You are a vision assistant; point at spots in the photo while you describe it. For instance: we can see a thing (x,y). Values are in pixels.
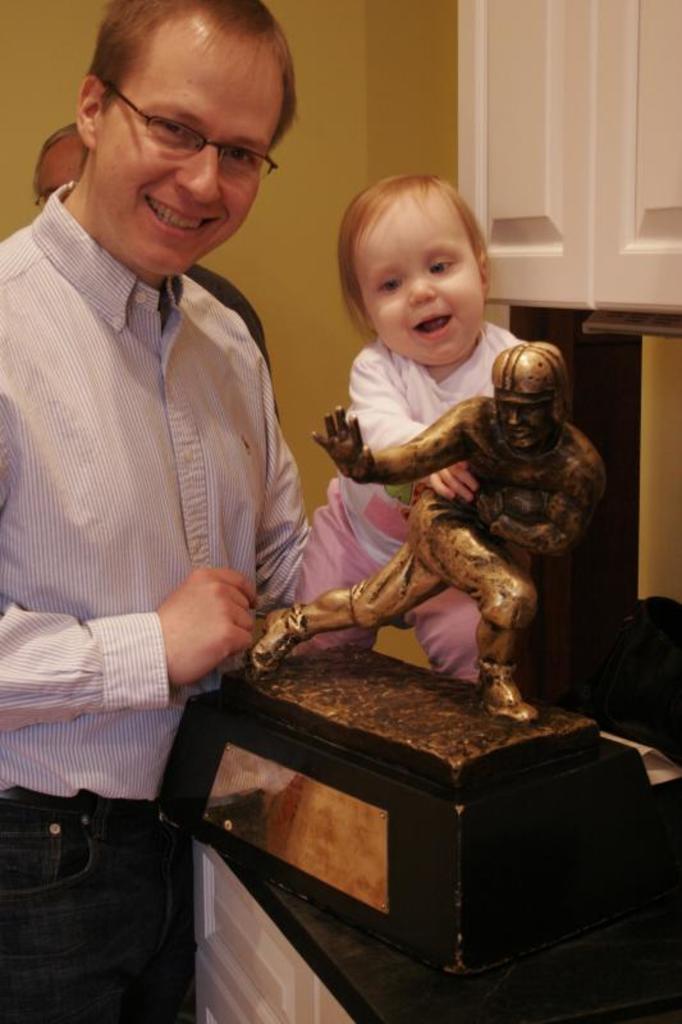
In this picture I can see a man (239,482), who is smiling and I see that he is wearing shirt (161,458) and jeans (176,919). Beside him I can see a baby (386,361) and in front of them I can see the black color surface (412,1013) on which there is a sculpture (483,417). In the background (32,40) I can see the wall (287,300) and a person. On the right side of this picture (559,199) I can see the white color things (560,211) and on the bottom of this picture (210,948) I can see few more white color things (208,951).
